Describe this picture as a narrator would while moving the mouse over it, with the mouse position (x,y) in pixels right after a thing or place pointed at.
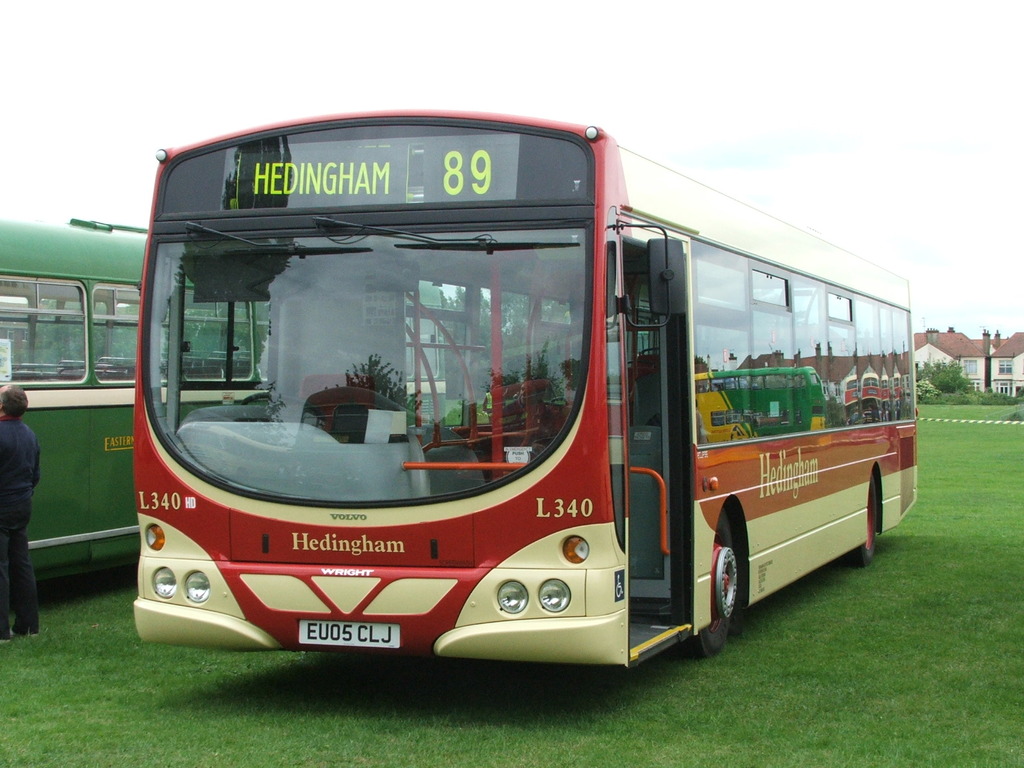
In this picture we can see there are two vehicles (134,342) parked on the grass (143,702). On the left side of the vehicle (146,557), a person (14,495) is standing. Behind the vehicles (470,356) there are trees (956,387), houses (946,335) and the sky (731,68).
